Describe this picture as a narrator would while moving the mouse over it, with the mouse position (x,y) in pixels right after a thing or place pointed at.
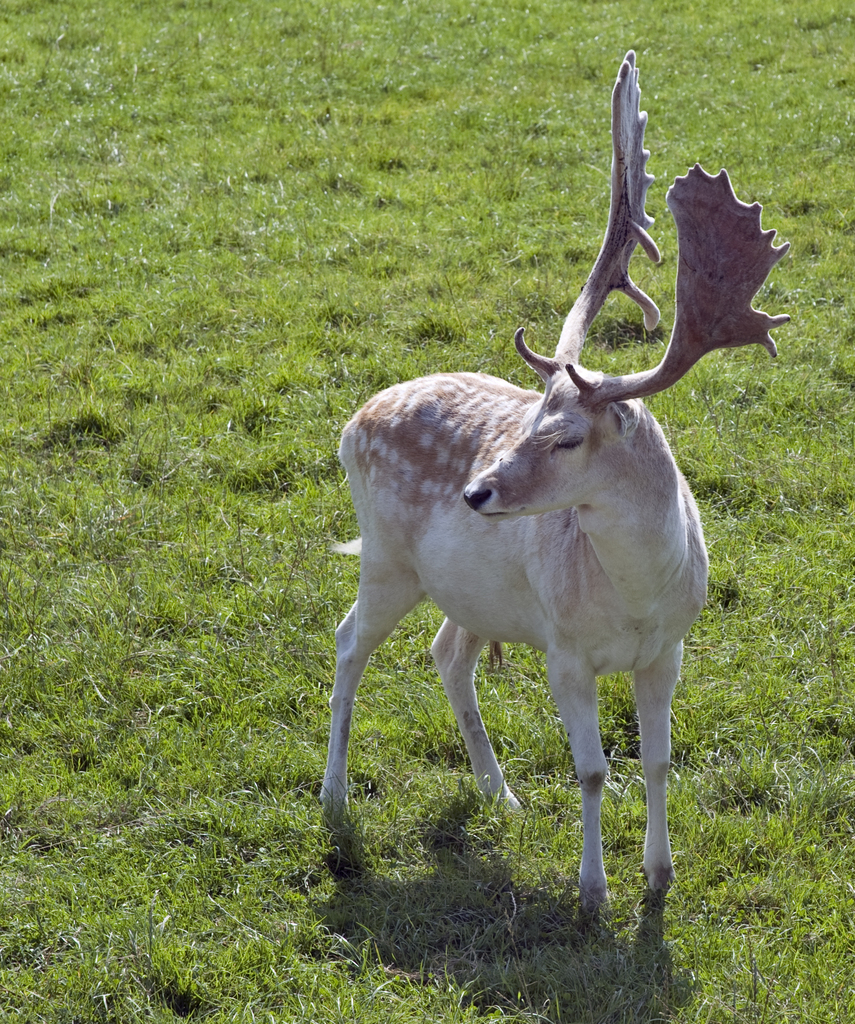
In this picture there is a deer (560,395). Here we can see grass (245,233).
